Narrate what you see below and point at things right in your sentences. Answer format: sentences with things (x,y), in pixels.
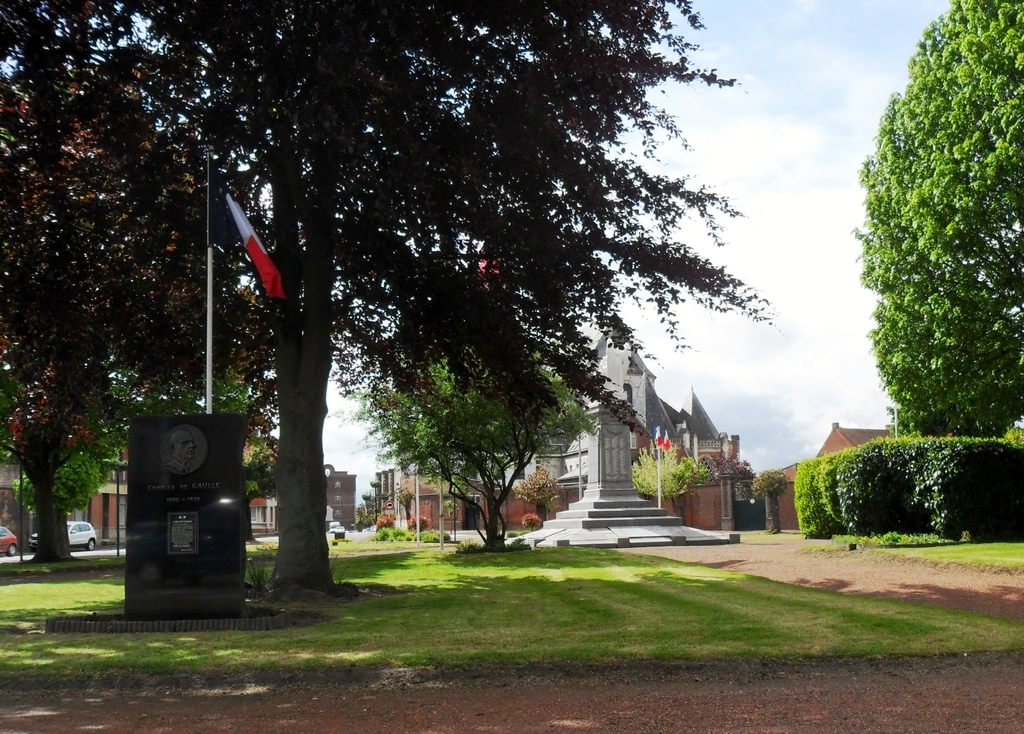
Here we can see trees (486,325), plants (862,510), poles (442,527), flags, cars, grass (422,575), and buildings (568,459). There is a memorial (185,602). In the background (733,155) there is sky (759,237).
